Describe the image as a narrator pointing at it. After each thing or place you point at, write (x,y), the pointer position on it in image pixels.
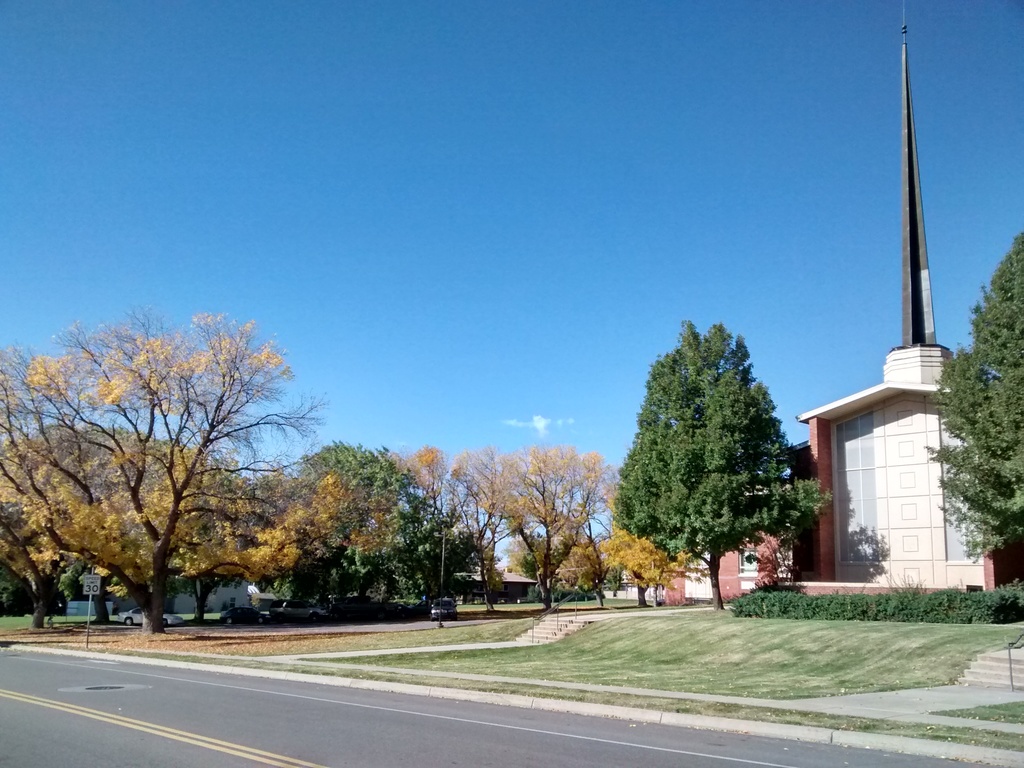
In this image in front (103,757) there is a road (165,686). There is a board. On the left side of the image (269,616) there are cars (362,616). On the right side of the image (838,618) there are plants (871,612). In the background of the image (658,555) there are trees (623,522), buildings (478,580) and sky (464,241).
